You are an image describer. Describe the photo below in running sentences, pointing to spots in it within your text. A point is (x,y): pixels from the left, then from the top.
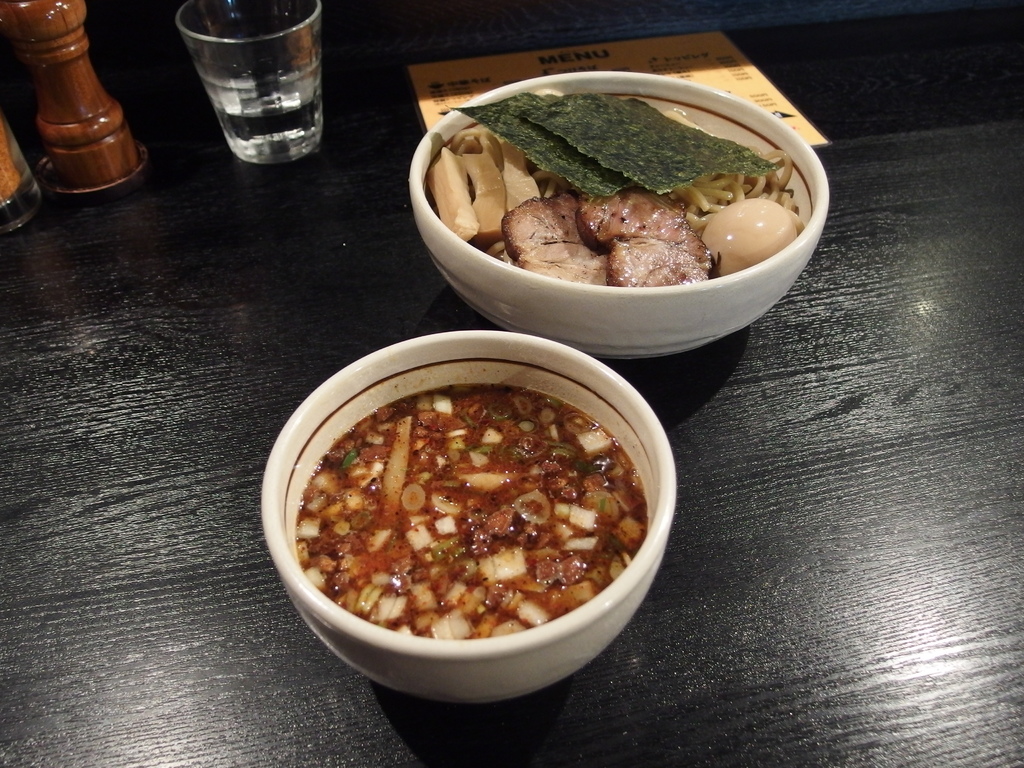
In this image we can see serving bowls (532,424) with food (532,424) in them, menu card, salt and pepper sprinklers (99,180) and a glass tumbler (254,77) placed on the surface (985,361).
